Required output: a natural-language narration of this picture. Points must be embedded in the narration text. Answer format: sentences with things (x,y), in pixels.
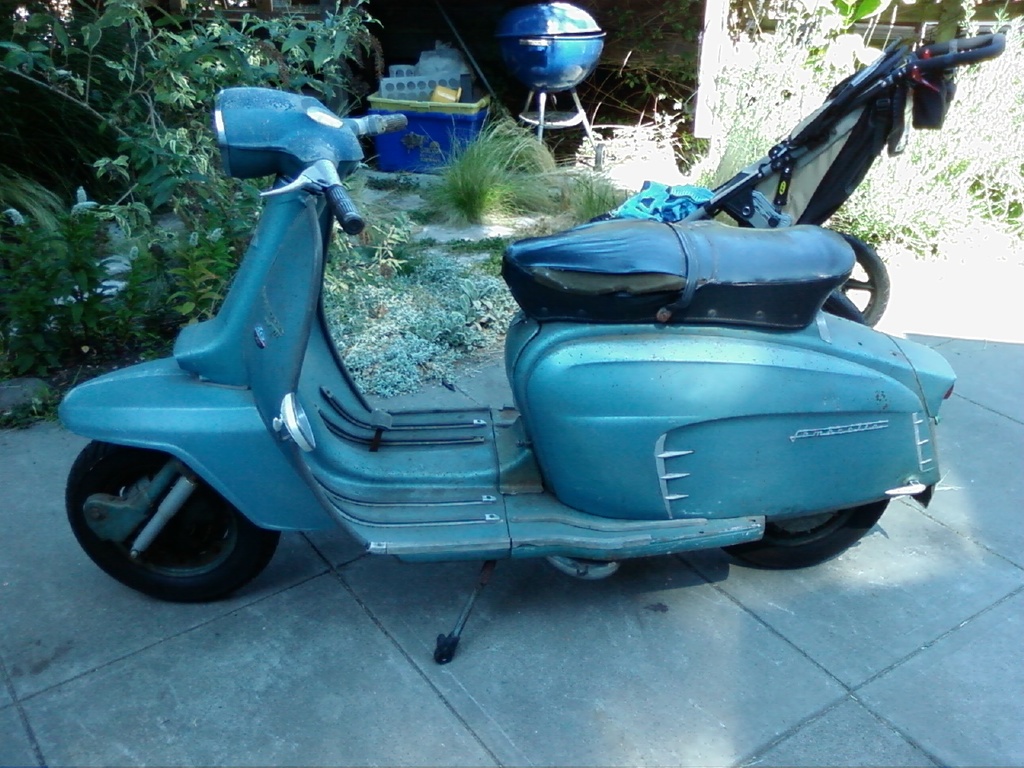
In this image I can see a scooter (297,446) parked on the floor (875,638) I can see a basket (467,104) with some objects (468,82), a metal stand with a circular object (519,36) on it behind. I can see some trees (106,194), plants (241,239) behind the scooter (529,280) and a cart like object (820,176) on the right hand side (898,77).
